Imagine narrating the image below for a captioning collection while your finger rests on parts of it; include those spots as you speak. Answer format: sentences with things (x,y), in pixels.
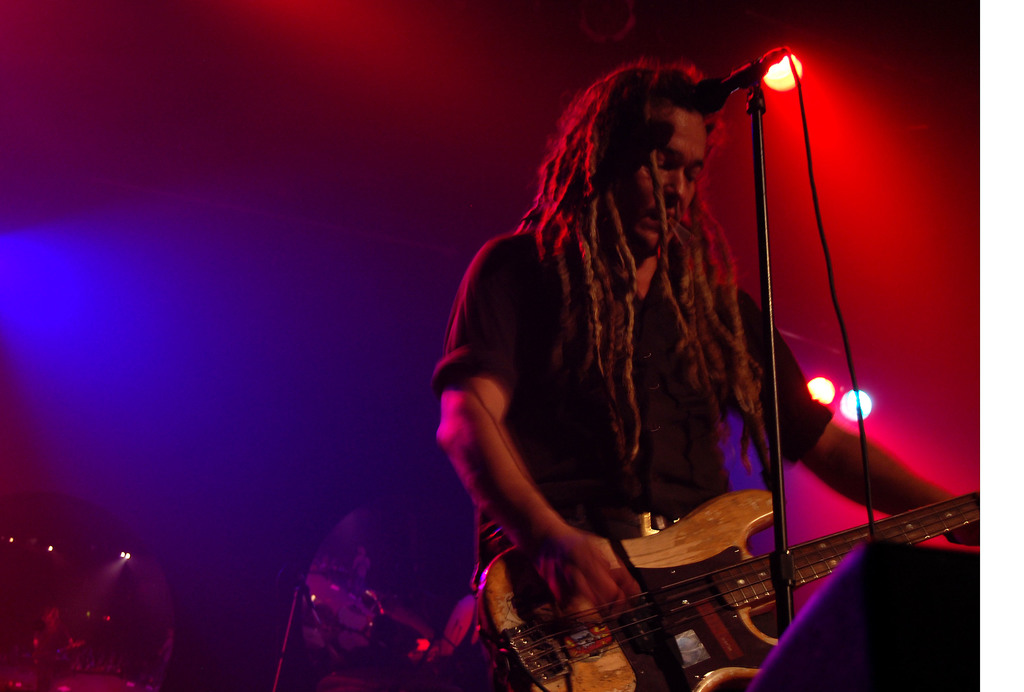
Here we can see a man (684,232) standing and holding a guitar (674,534) in his hands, and in front here is the microphone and stand (767,315), and at back here are the lights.
